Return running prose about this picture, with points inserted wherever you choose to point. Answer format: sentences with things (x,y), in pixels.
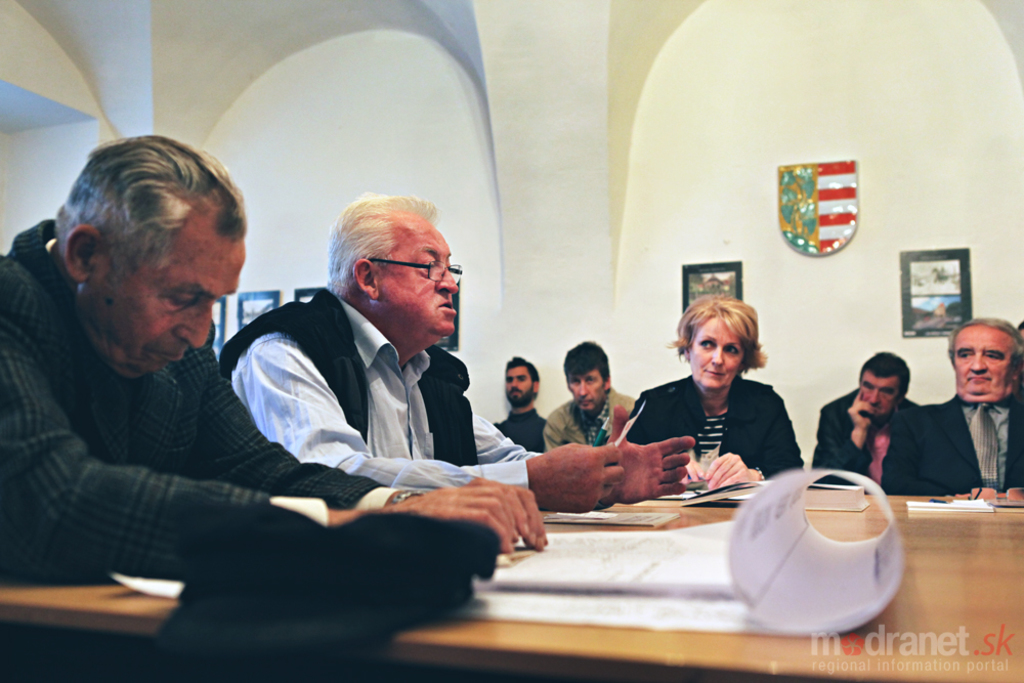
At the bottom of the image (993,552) there is a table (968,567). On the table (975,574) there are papers (574,549) and also there is a book (733,490). Behind the table (984,535) there are few people (157,433) sitting. In the background (461,338) there is a wall (566,278) with frames (942,255). In the bottom right corner of the image (833,641) there is a watermark (1014,643).
